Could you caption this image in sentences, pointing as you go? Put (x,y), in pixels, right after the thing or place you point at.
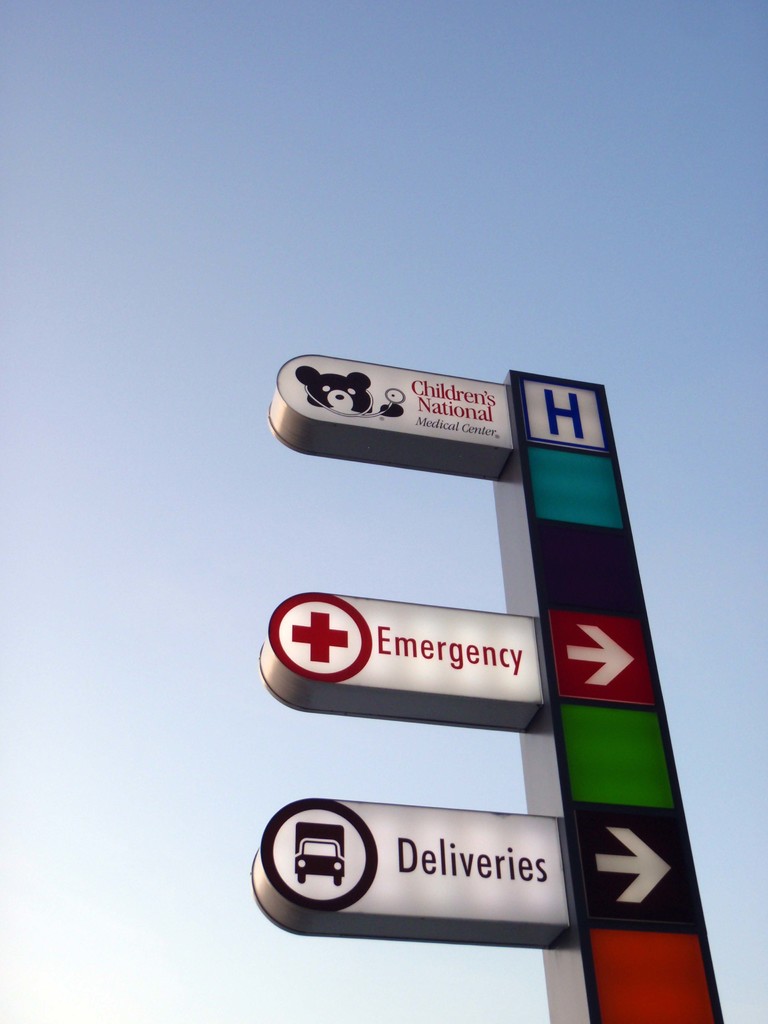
In this image I can see few boards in multi color and the sky (251,313) is in blue and white color.
